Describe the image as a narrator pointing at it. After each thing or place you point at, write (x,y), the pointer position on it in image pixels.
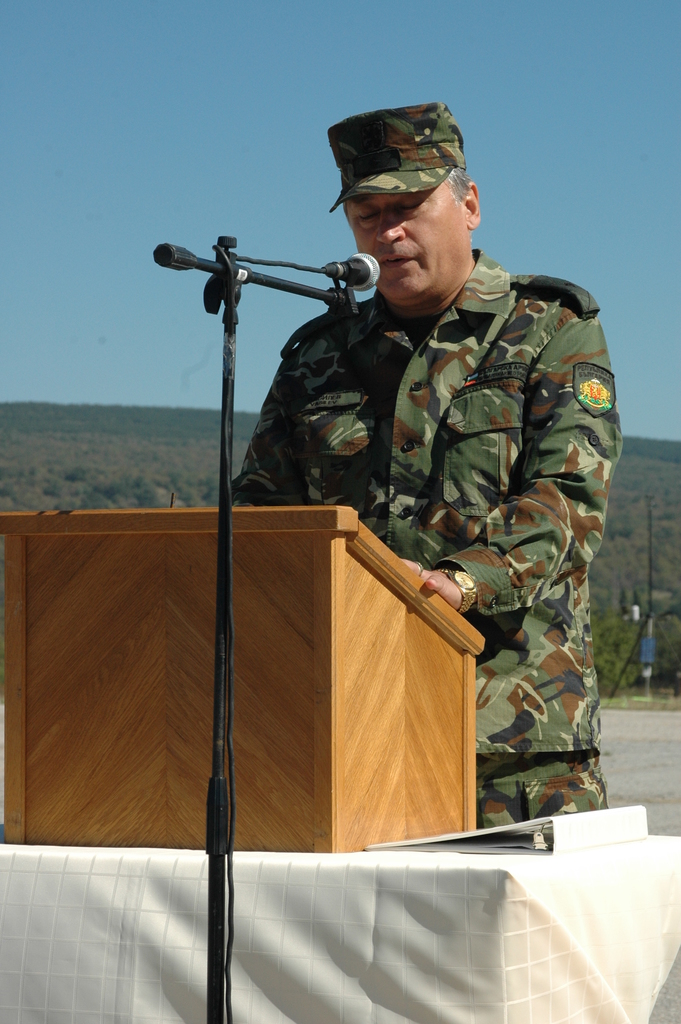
In this picture we can see a person (521,465), in front of him we can see a podium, mic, here we can see a table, file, at the back of him we can see a pole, ground (647,739), trees (665,534) and some objects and we can see sky (665,428) in the background (665,428).
